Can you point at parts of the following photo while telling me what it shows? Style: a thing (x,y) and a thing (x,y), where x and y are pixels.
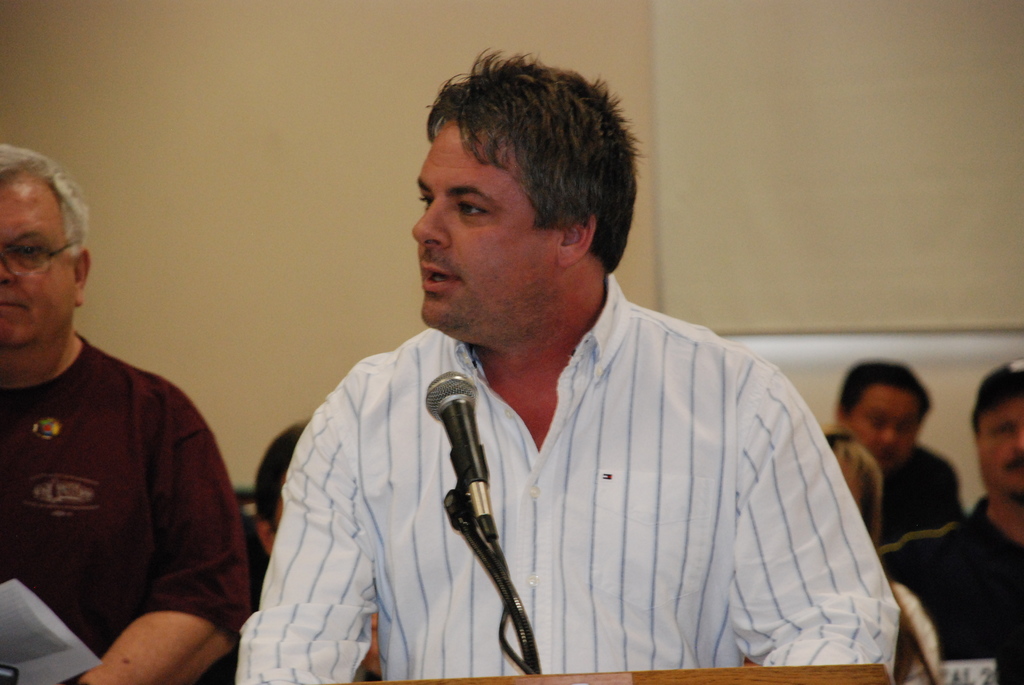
In this image there is a man (589,628) in the middle (351,440). In front of him there is a mic (457,451). In the background (892,437) there are few other people (940,504) who are sitting and watching the man (563,468). Behind them there is a curtain (802,183).
